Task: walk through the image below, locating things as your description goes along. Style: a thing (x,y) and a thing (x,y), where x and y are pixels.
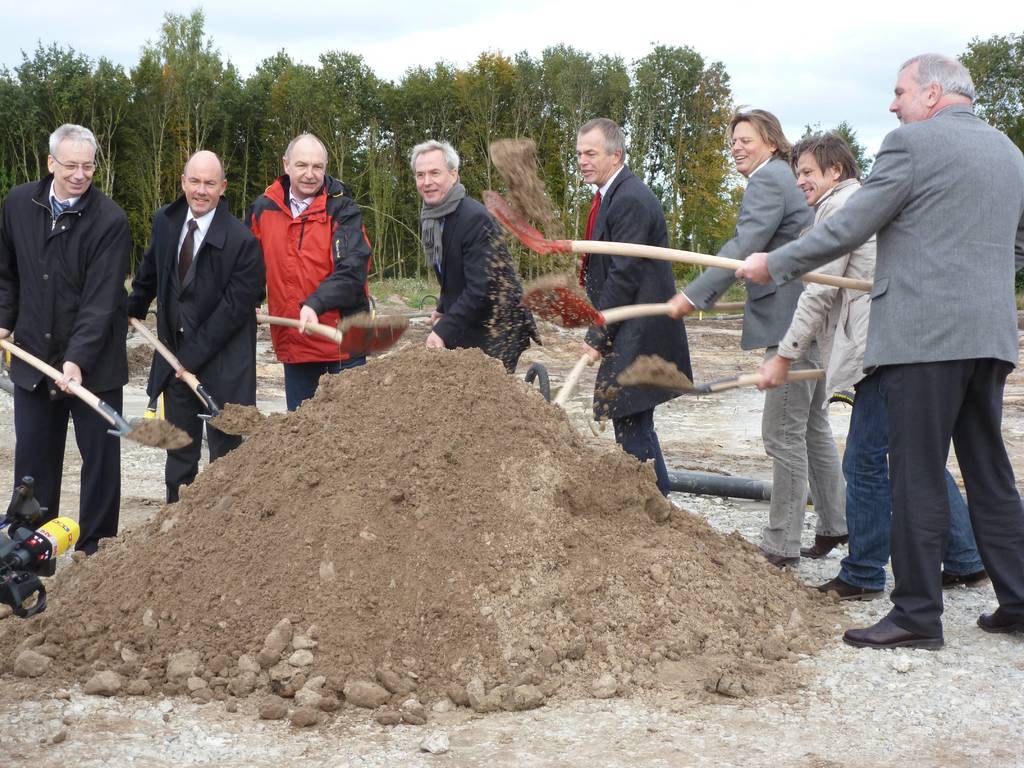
This picture is clicked outside. In the foreground (183,574) we can see the mud (408,417) and the gravels (174,680). On the left corner (39,561) we can see a camera (41,547). In the center (343,267) we can see the group of persons (125,242), holding shovels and standing. In the background (422,46) we can see the sky (436,9), trees (470,116) and many other objects (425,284).
